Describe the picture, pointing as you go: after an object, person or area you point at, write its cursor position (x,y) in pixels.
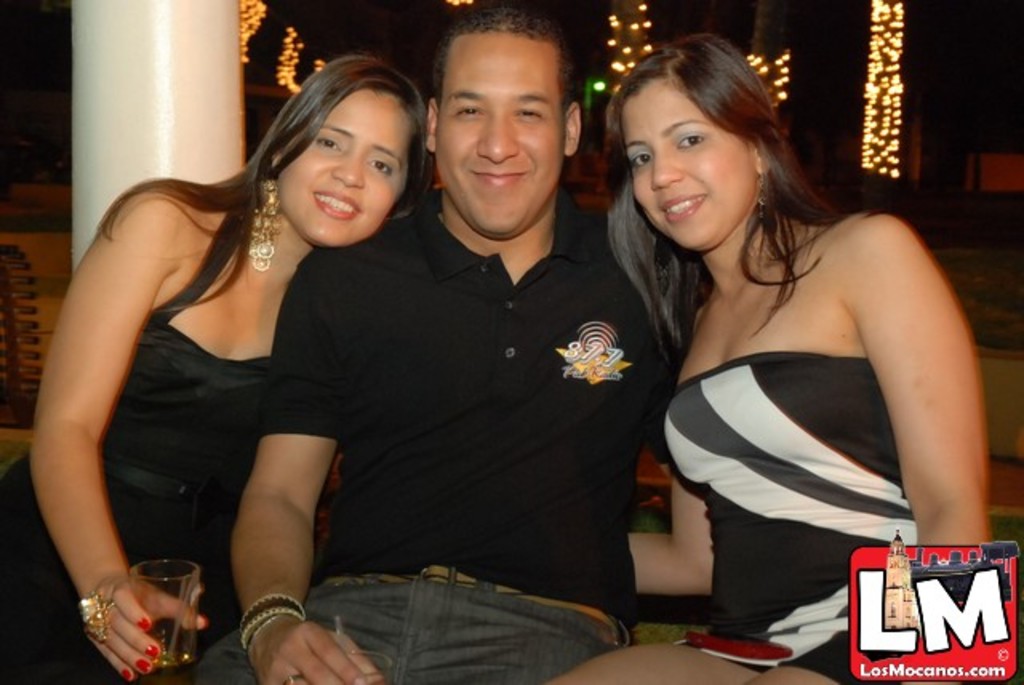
This image consists of three persons (151,430). Two girls (138,449) and a man (467,457). All are wearing black dress (469,472). In the background (129,6), there is a pillar (106,17). To the left (146,608), the woman (107,577) sitting is holding a glass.
